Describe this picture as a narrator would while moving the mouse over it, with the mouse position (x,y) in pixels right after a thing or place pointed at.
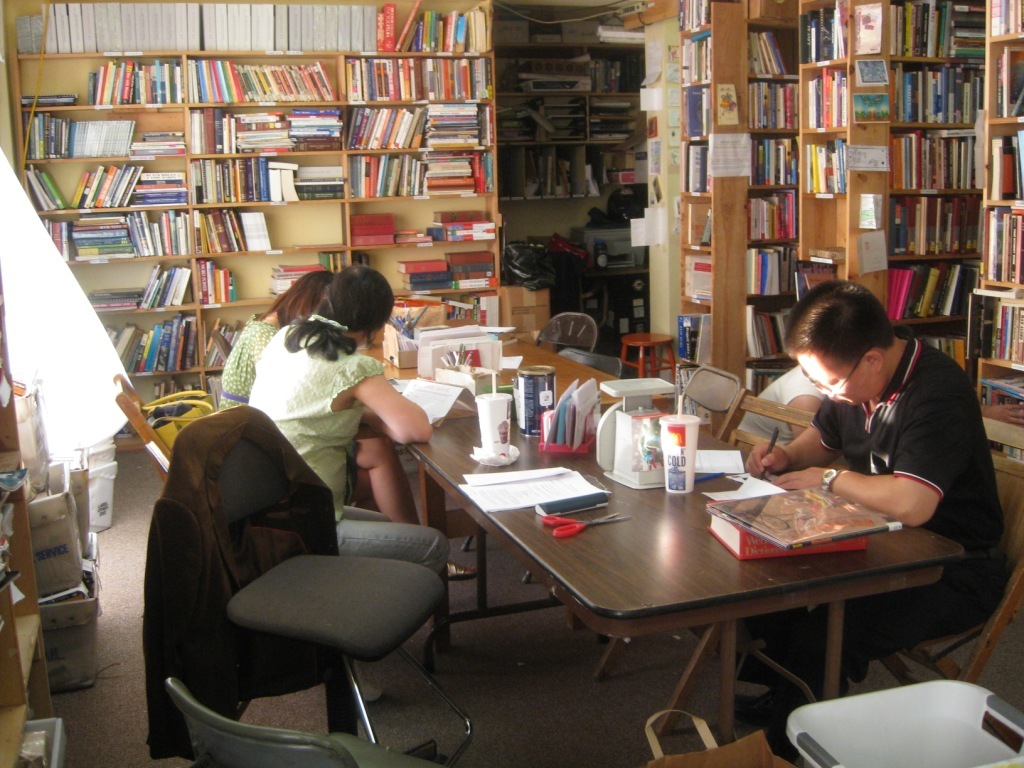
In the image we can see three persons (366,282) were sitting on the chair (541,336) around the table (626,508). On table (623,496) we can see some objects (616,516) like Scissors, papers (547,485), glass (682,472), books (741,510) etc. And back we can see bookshelves (574,148) in shelves (748,130) we can see full of books (780,282). And some more objects (572,87) around them.
